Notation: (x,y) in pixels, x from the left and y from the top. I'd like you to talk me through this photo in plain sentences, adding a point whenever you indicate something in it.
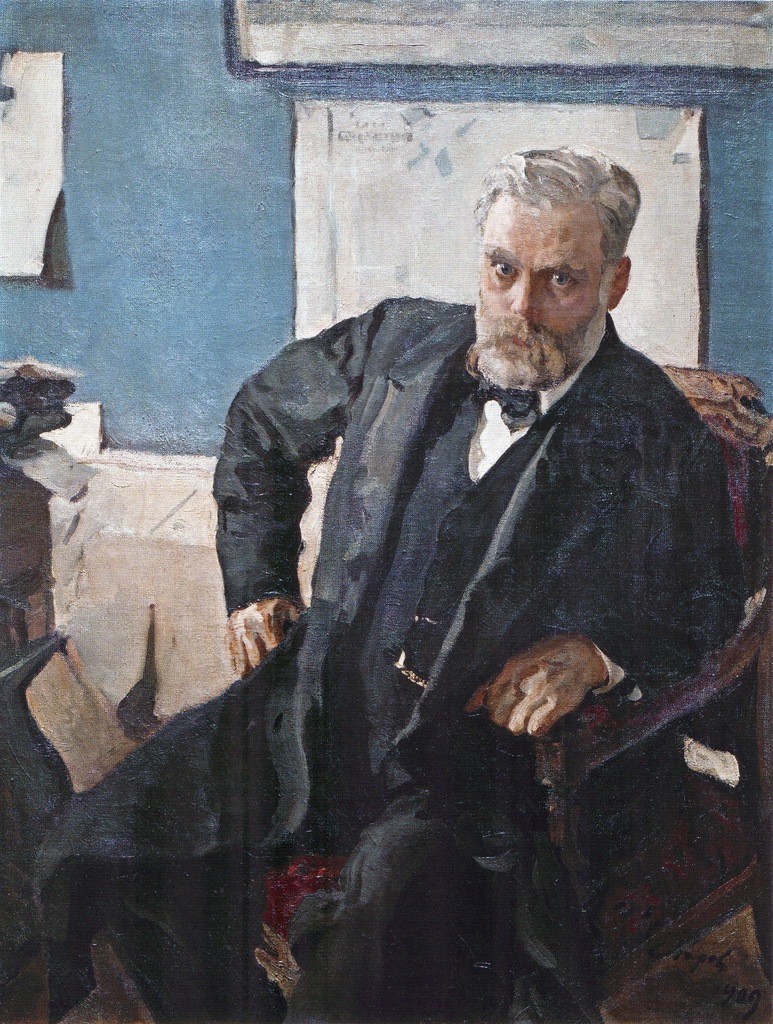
In this image I can see depiction picture of a man (450,577) sitting on a chair (728,773). I can also see he is wearing black colour dress (392,635) and in the background (342,292) I can see few white colour things (37,244) on the wall (244,221).
